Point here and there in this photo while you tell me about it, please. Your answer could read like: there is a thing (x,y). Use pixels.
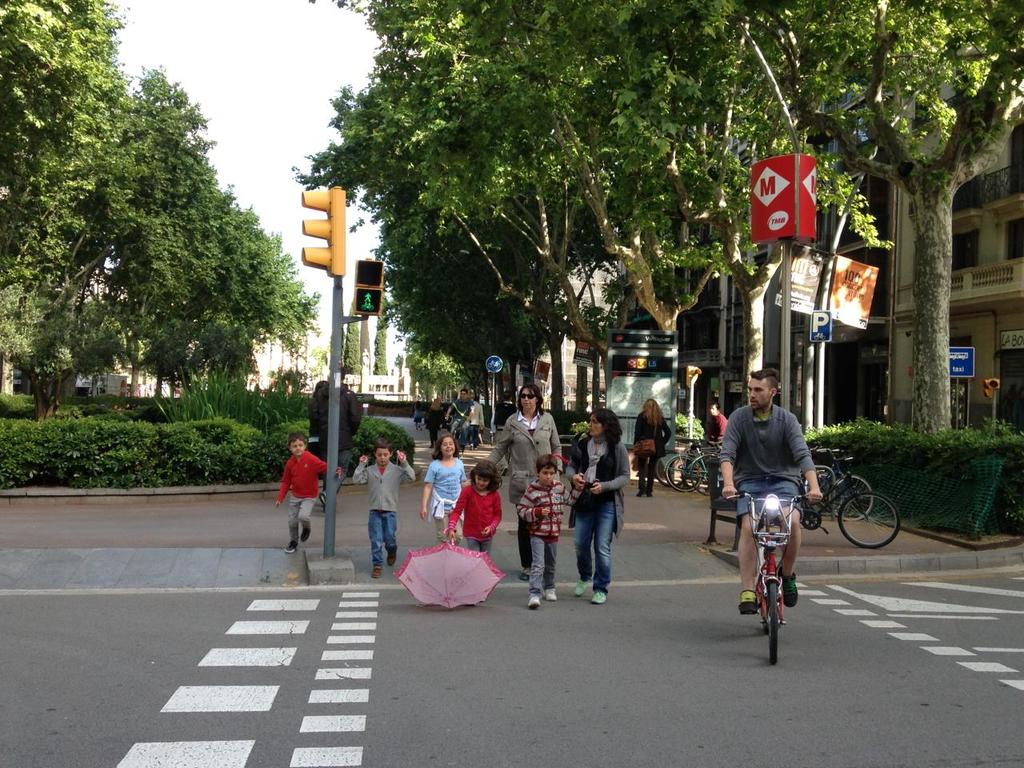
In this image, we can see some trees (415,219) and plants (359,438). There are persons (542,422) and kids (496,521) in the middle of the image (605,473) wearing clothes (545,543). There is a person (759,434) wearing clothes (762,455) and riding a bicycle (775,601). There are poles (331,400) beside the road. There is a building (966,214) on the right side of the image (953,305). There is a sky (313,25) at the top of the image (303,24).
